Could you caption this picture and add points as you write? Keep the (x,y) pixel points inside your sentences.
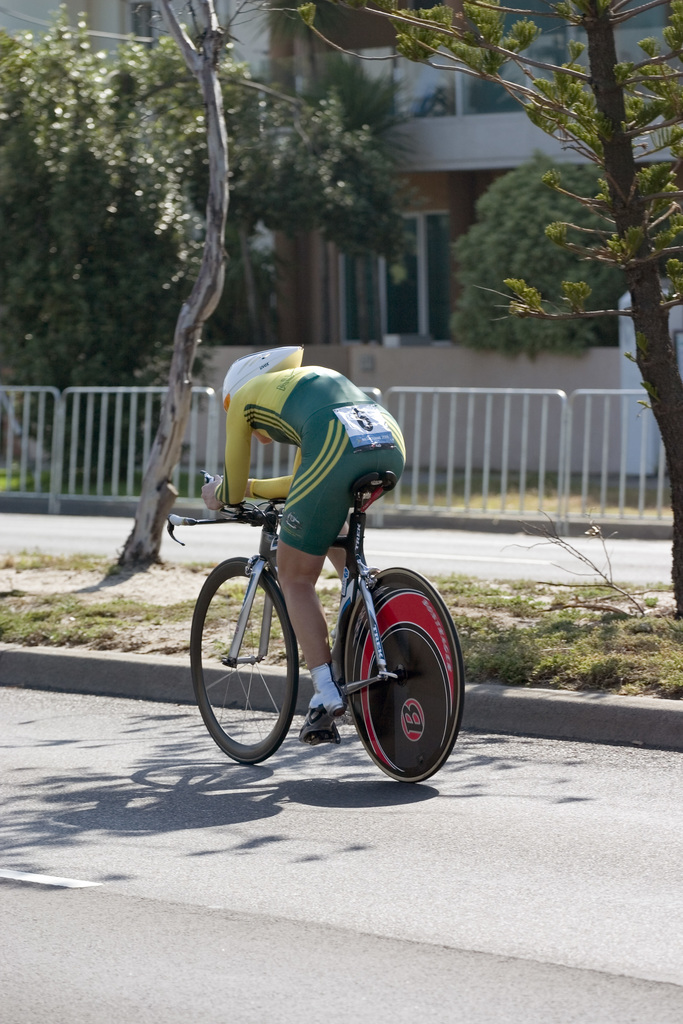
In this image I can see a person (339,535) is riding the bicycle (366,624). Back I can see few trees (89,81), fencing (413,391), building (358,308) and windows (358,295).
